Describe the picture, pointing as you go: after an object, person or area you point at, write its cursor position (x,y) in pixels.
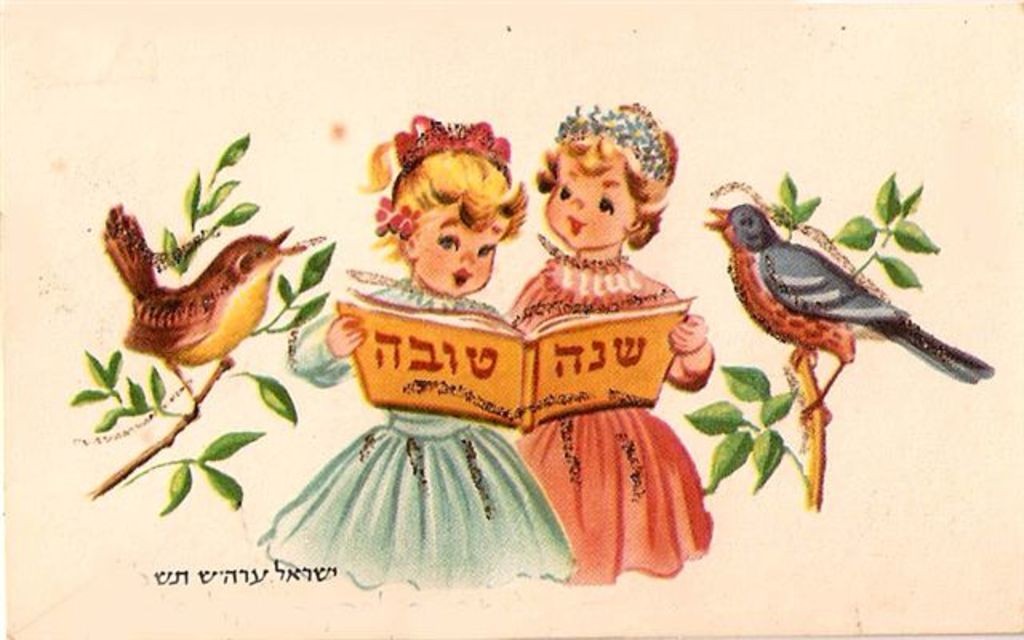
This is a poster having a painting (490,348). In this painting (438,166), there are two girls (461,157) holding a book (595,318). On both sides of this book (506,348), there is a bird (170,310) standing on a branch (147,453) of a tree (812,433), which is having green color leaves (749,383). On the bottom left (337,573), there is a watermark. And background of this poster is white in color.
